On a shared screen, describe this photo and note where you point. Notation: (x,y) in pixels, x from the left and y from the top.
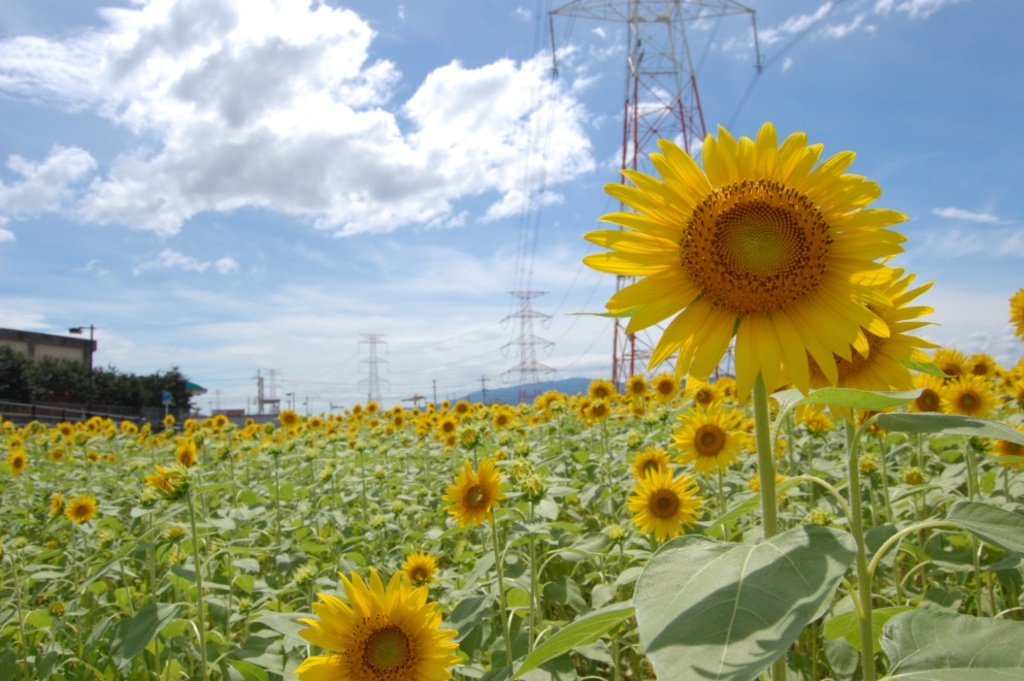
The picture consists of a sunflower field (543,516). On the left (161,408) we can see trees (77,384) and a building (72,344). In the middle of the picture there are current poles (434,393), cables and hill (570,385). At the top (888,96) there is sky (328,131).
